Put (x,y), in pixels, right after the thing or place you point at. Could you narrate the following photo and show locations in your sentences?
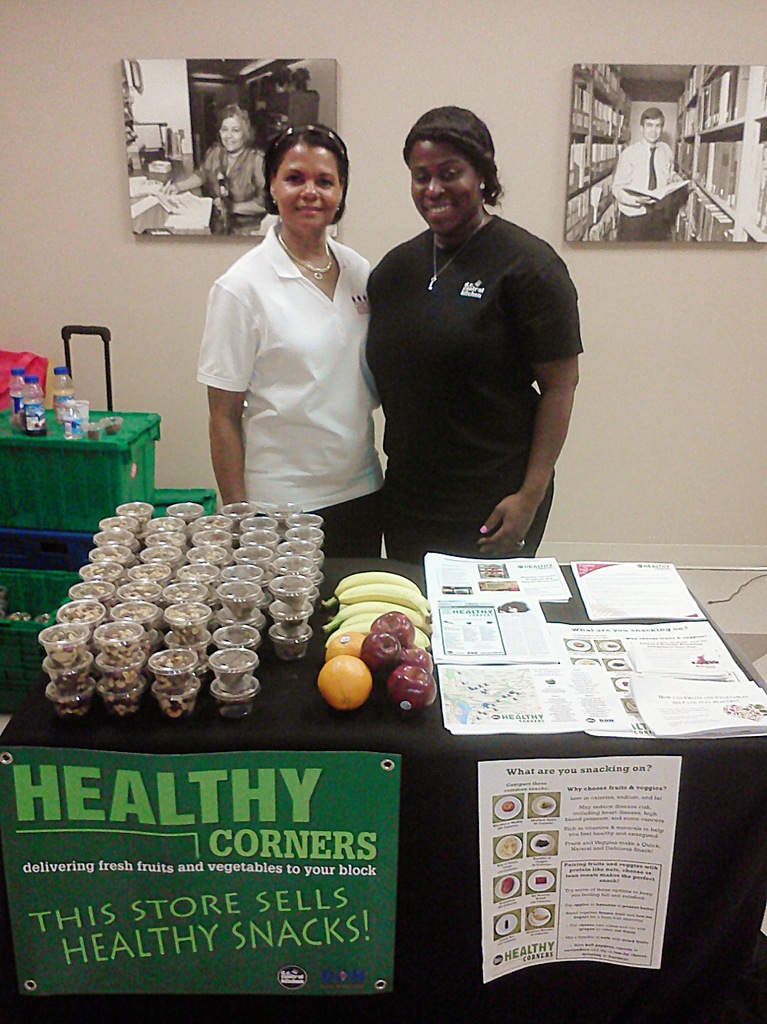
In this image there are tables (187,718), Cups (107,666), Bottles (13,376), Fruits (389,652), Papers (577,817). There are two people (375,370) standing. There is a wall (714,302). There are two photos (201,153) on the wall (577,262).
